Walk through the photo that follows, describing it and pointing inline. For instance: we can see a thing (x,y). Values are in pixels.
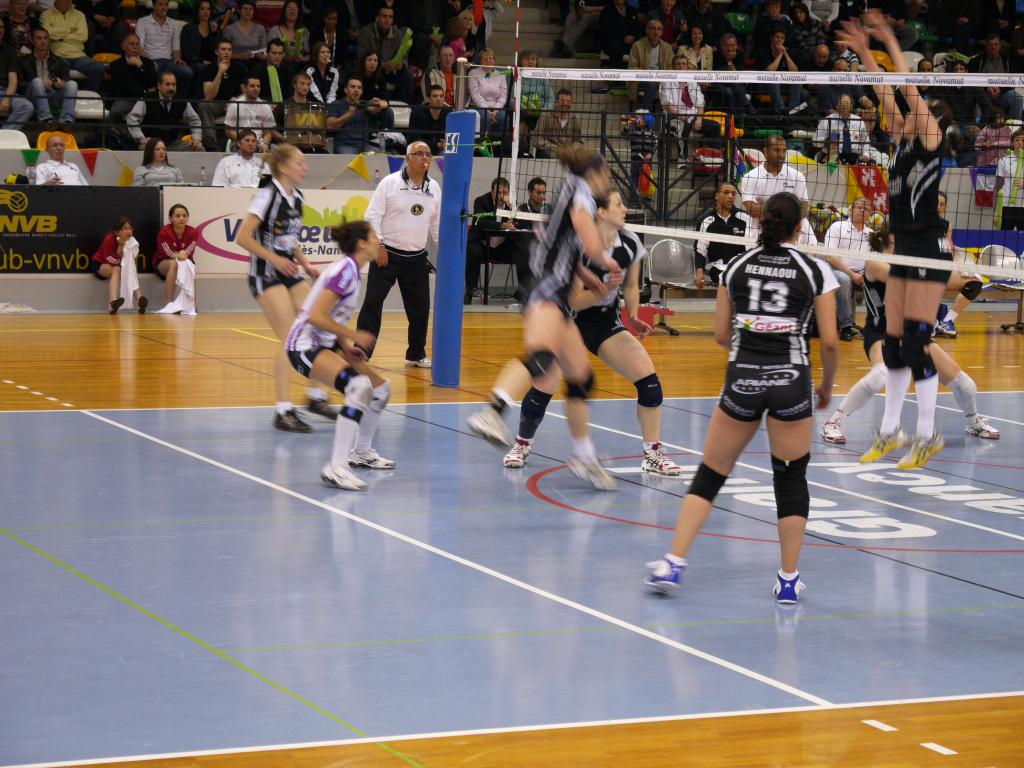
This image is taken in a stadium (647,222). In this image there are a few people (809,360) playing volleyball, in between them there is a net (545,204). In the background (387,33) there are a few spectators (179,56).
